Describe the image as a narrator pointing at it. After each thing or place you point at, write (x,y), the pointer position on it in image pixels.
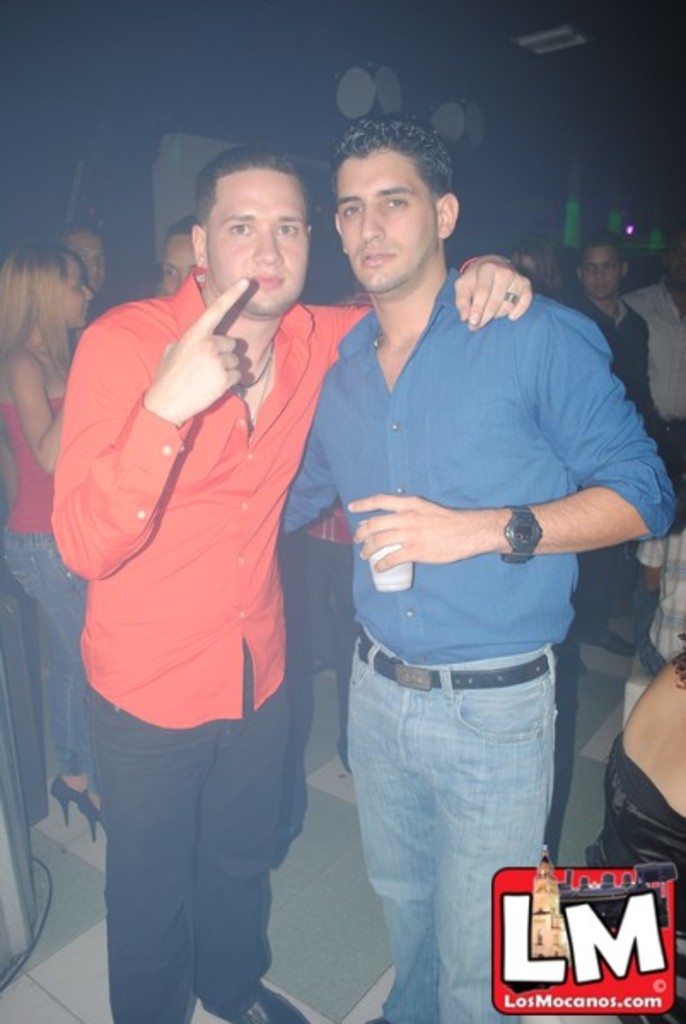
In this image I can see two persons (360,453) standing and one of the person (417,585) is holding a glass (384,551). Also there are group of people (620,359) in the background (617,315) and in the bottom right corner (594,988) there is a watermark (581,992).
